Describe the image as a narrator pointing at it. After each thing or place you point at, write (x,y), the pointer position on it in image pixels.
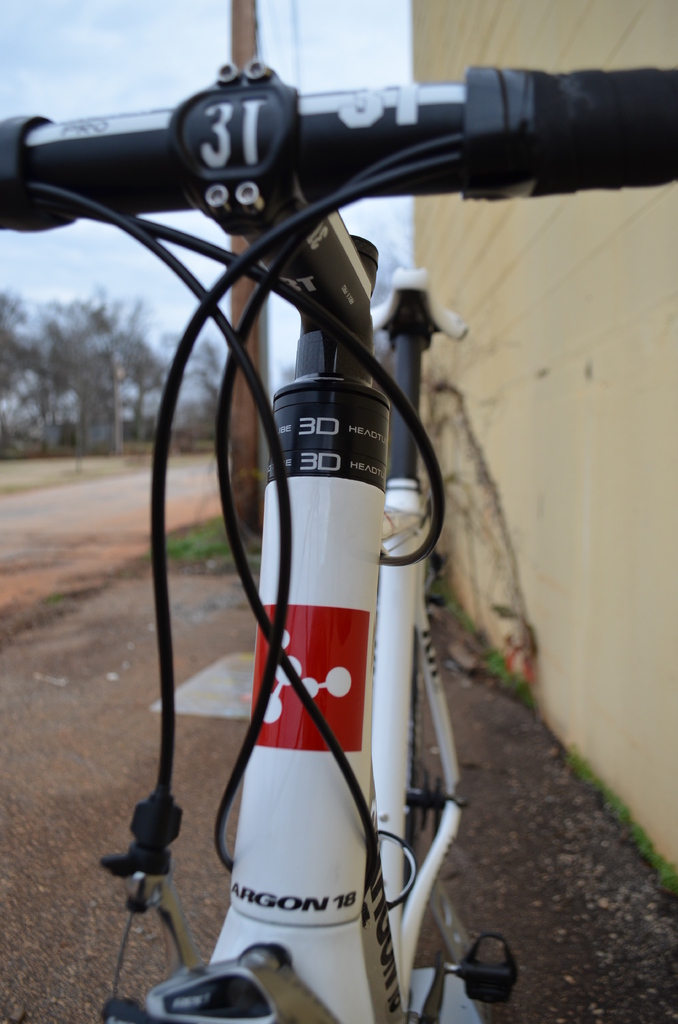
In the picture we can see a part of the bicycle (310,938), which is white in color with black color handle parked near the wall (626,768) which is cream in color and to the path (71,501) we can see some part of grass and in the background (144,385) we can see some trees (107,355) and behind it we can see the sky (67,282) with clouds (83,264).
